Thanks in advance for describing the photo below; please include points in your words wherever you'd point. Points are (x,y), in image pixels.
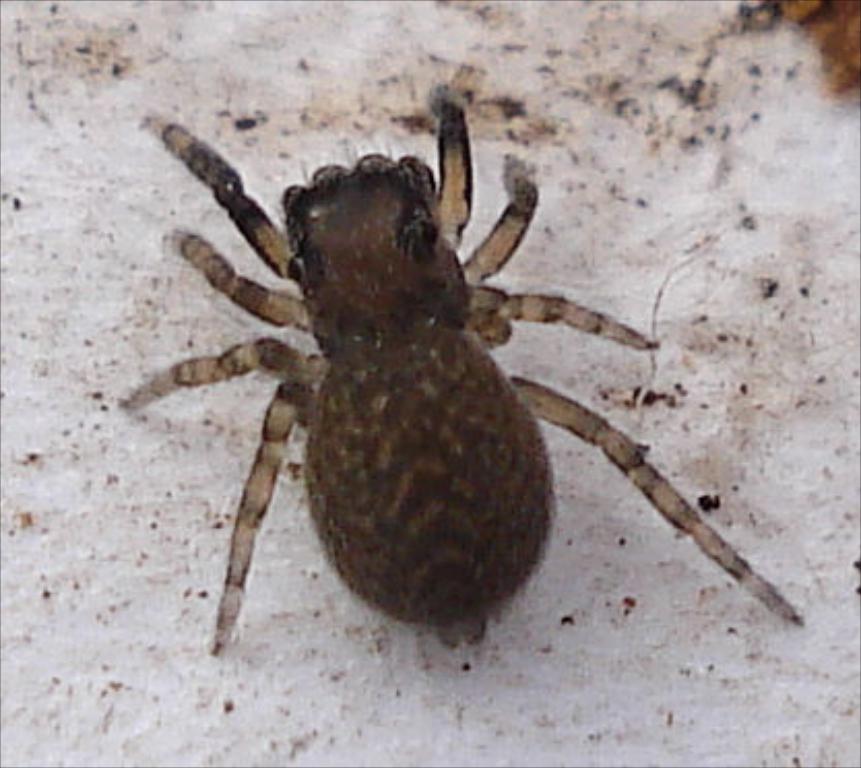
In this picture we can see an insect (514,217) on the surface (385,29).
